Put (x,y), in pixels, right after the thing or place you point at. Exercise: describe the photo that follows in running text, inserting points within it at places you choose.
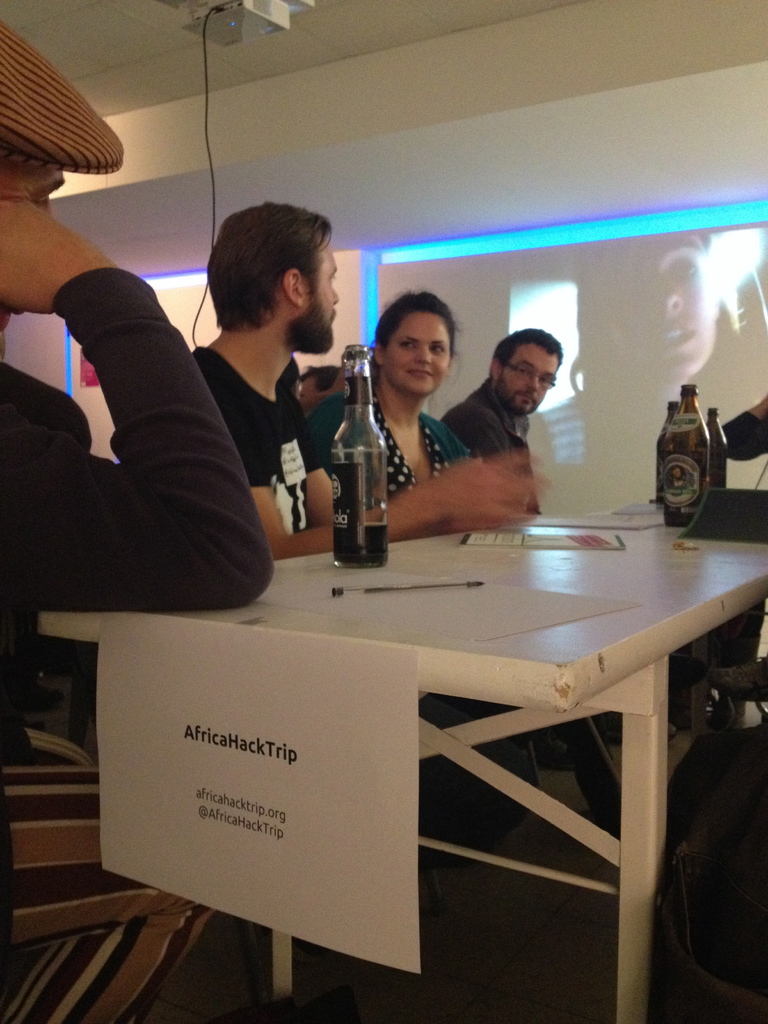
In the image we can see there are people (521,404) who are sitting on chair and on the table (416,544) there are bottles (371,483).
